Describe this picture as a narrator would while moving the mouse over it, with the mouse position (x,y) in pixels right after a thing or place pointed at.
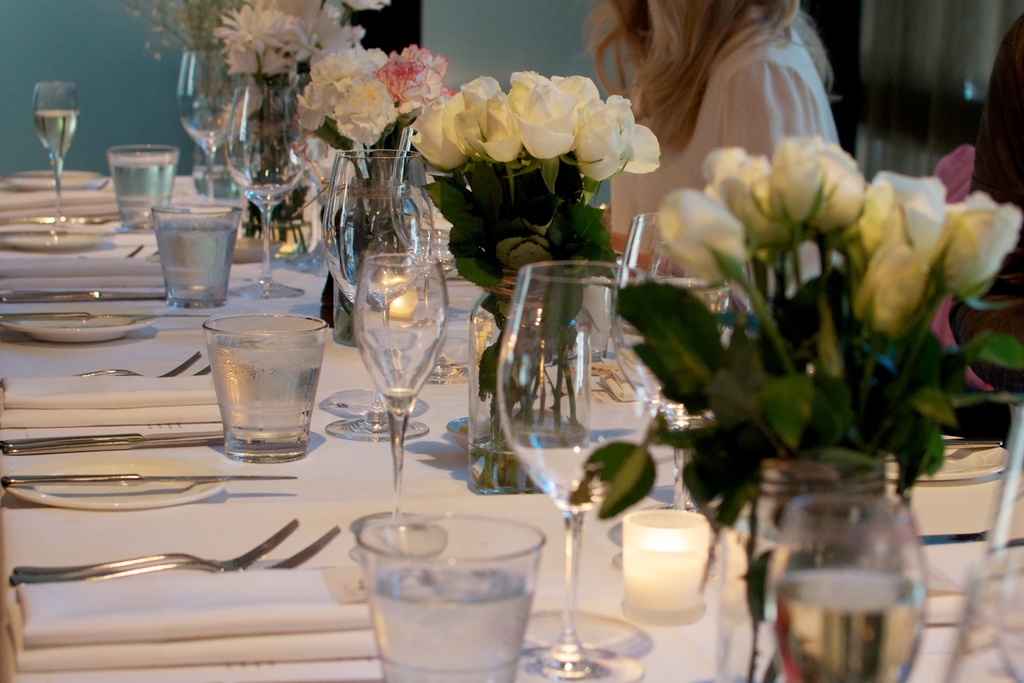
There are glass (190,218), forks (301,559), plates (146,497), clothes (136,400), vase (834,478) with the flowers (833,404) are present on the table (482,513). This is a girl (767,105).
